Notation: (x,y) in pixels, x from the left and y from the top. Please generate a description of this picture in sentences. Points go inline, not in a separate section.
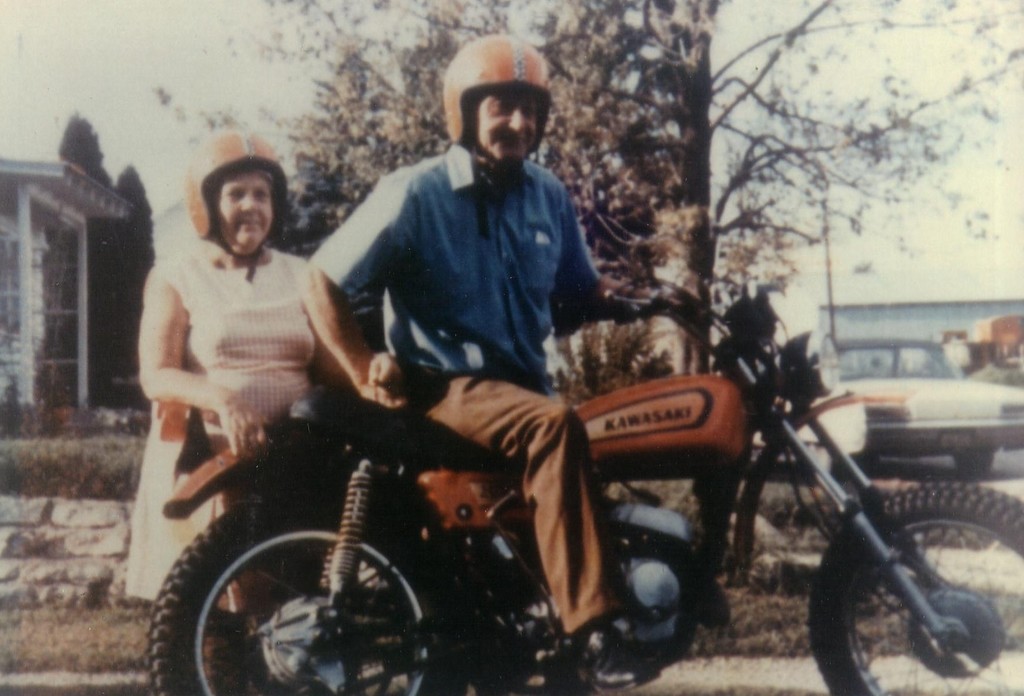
In this image i can see a man (437,324) and a woman (248,328). The man (499,235) is sitting on a bike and a woman (235,434) is standing on the ground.
